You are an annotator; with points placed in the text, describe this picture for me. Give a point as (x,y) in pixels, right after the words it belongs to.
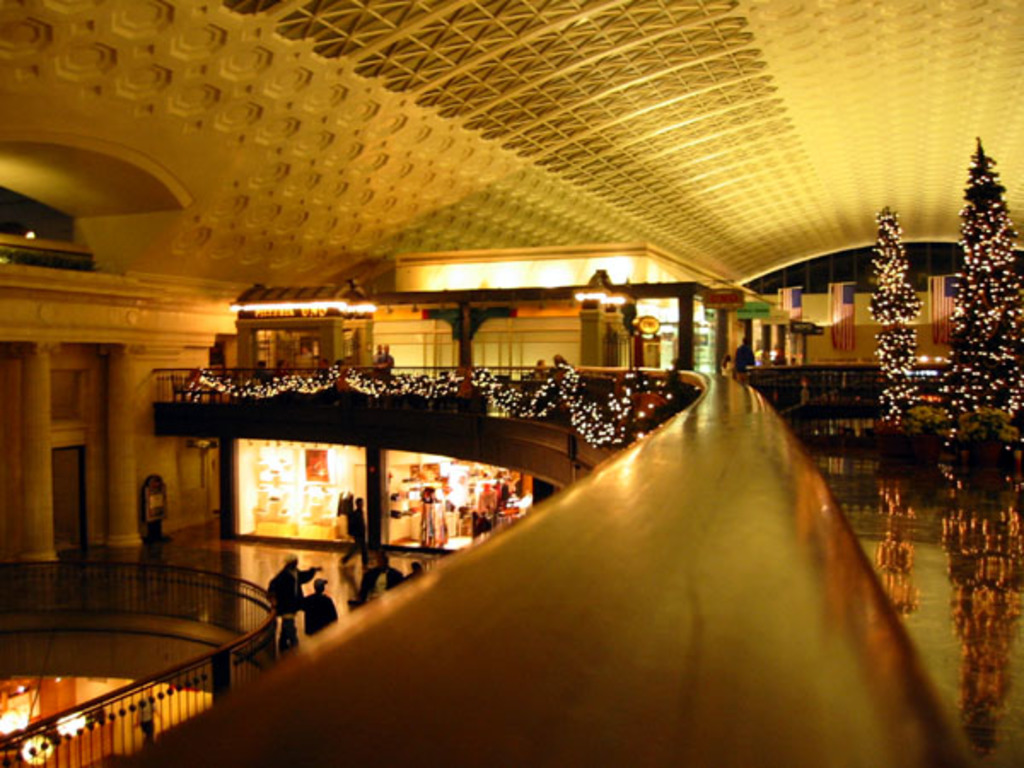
In this image on the right side (897,357) there are trees (891,339). On the left side (287,570) there are persons (311,573) standing and walking, there are lights (628,412), there are railings (212,611) and there are glasses (308,480), pillars (127,466) and in the center (649,317) on the top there are boards (754,304) with some text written on it and there are lights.
